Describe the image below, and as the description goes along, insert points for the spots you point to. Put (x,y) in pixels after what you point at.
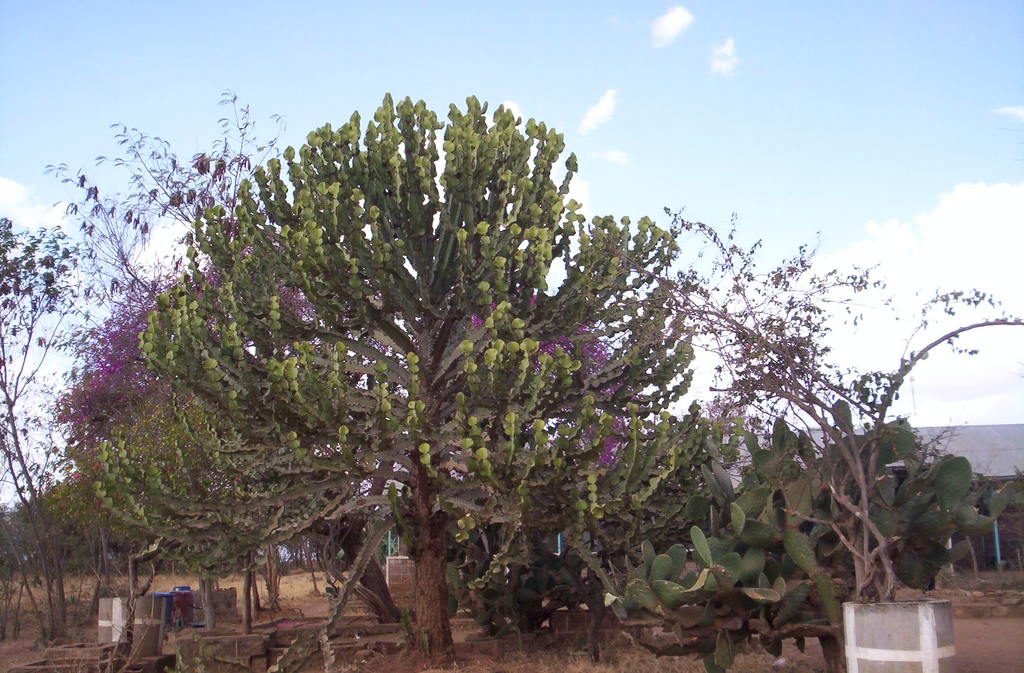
In this image we can see a group of trees (480,321), plants (693,490) in the pots (900,624), some poles (999,558) and the sky (875,199) which looks cloudy.
